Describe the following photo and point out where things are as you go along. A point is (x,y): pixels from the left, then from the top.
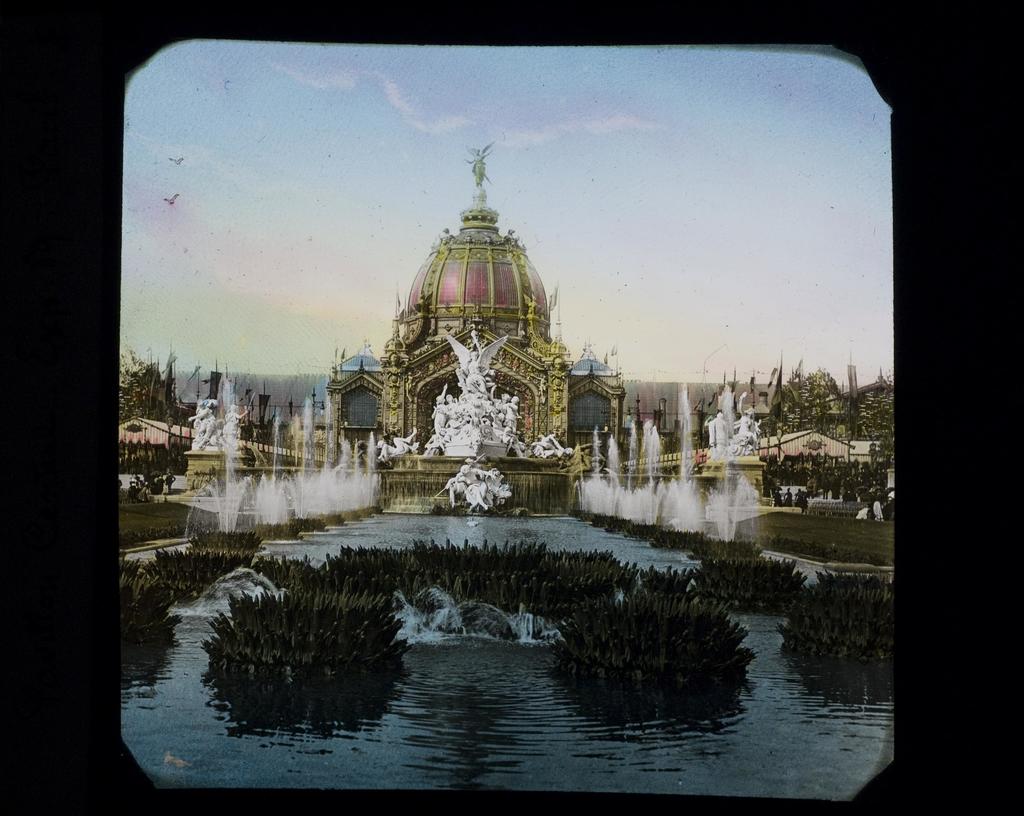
In the given image i can see a castle (426,374), sculptures (439,436), water fountain (539,500), plants (320,582), trees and in the background (149,276) i can see the sky (567,191).
